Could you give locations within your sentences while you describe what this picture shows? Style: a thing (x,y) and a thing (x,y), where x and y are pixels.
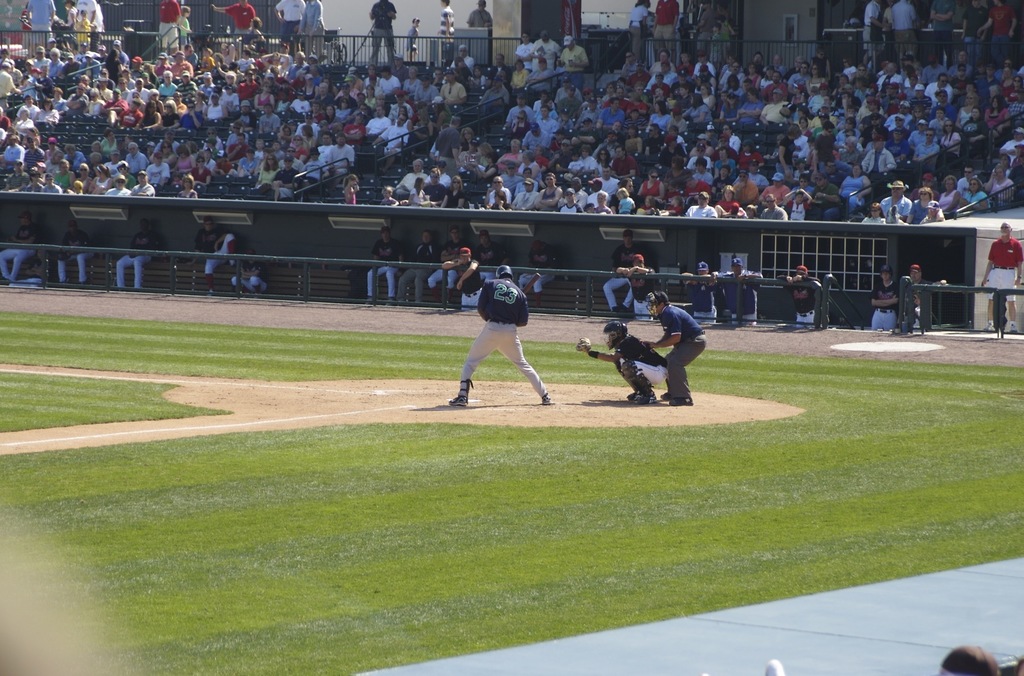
In this image we can see people (667,359) playing a game. In the background (246,148) there is crowd (396,142) sitting and some of them are standing. There is a fence (822,303). At the bottom (267,608) there is ground (526,621).
